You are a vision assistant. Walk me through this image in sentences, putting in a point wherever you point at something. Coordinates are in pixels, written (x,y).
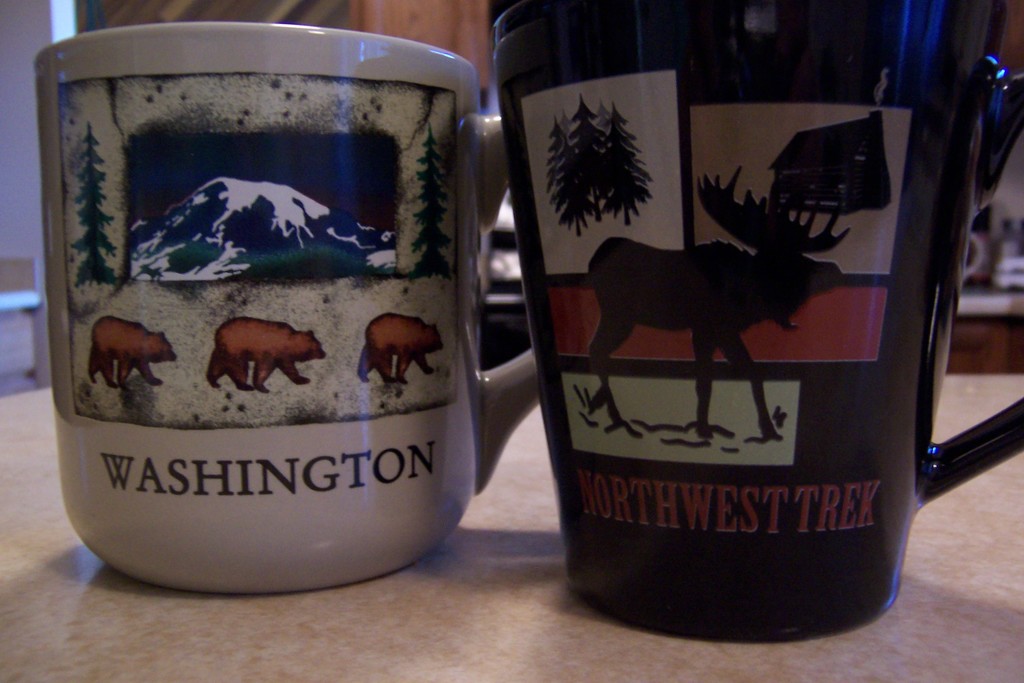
In this image there are two mugs (293,467) on a table (863,673).
